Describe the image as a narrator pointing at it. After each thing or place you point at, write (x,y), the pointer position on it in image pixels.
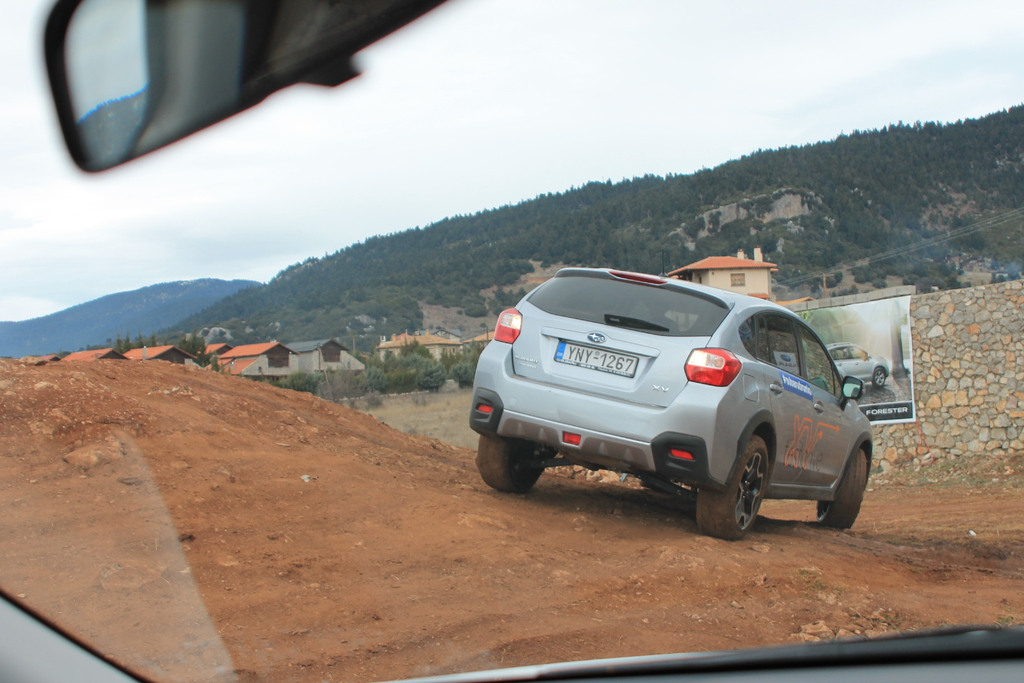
Here we can see vehicle (588,387). Background (917,211) there are trees (857,219) and buildings (187,363). On this rock wall (946,356) there is a hoarding (896,364). Sky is cloudy.
